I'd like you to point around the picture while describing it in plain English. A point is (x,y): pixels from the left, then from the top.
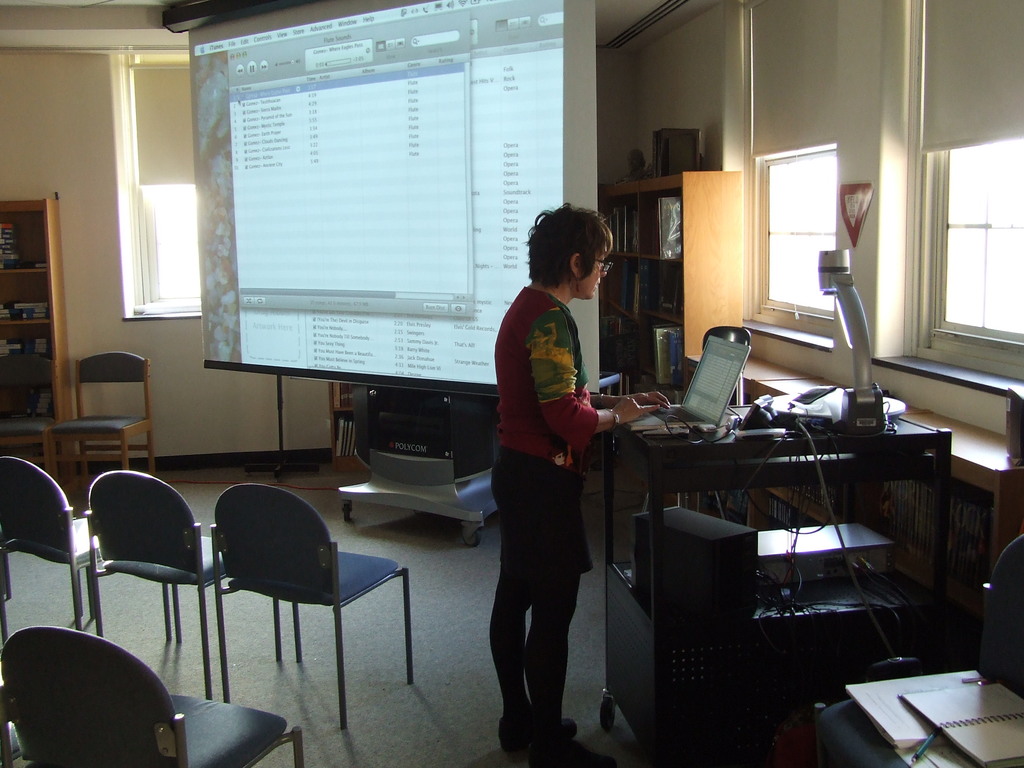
In this image there is a lady (564,430) standing and using a laptop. There is a table (665,474) on which there are objects (829,553). In the background of the image (219,357) there is a screen (528,73). There are chairs (6,573). At the bottom of the image (385,726) there is carpet (453,734). In the background of the image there is a window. There is a wooden shelf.
